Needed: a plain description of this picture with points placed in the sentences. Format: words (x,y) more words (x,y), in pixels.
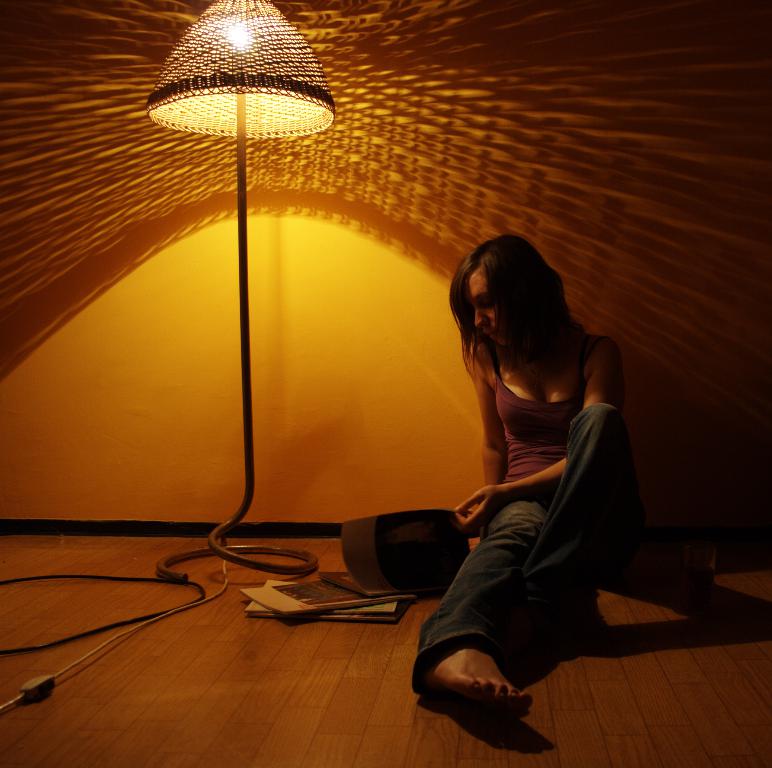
In this image we can see woman (516,410) sitting on the floor (34,553) at the light (167,71). On the floor (304,632) we can see wires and books (305,592). In the background (309,203) there is a wall (307,175).
